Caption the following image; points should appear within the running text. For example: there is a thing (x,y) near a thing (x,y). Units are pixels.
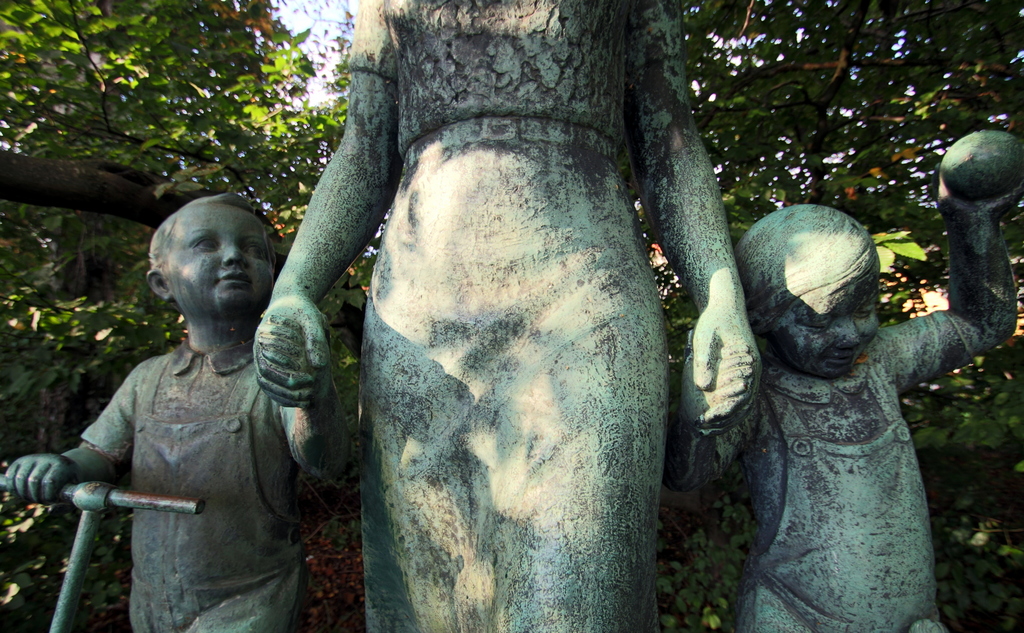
In this picture there are statues of three people (419,484). At the back (167,12) there are trees (261,189). At the top (306,20) there is sky (347,5).
